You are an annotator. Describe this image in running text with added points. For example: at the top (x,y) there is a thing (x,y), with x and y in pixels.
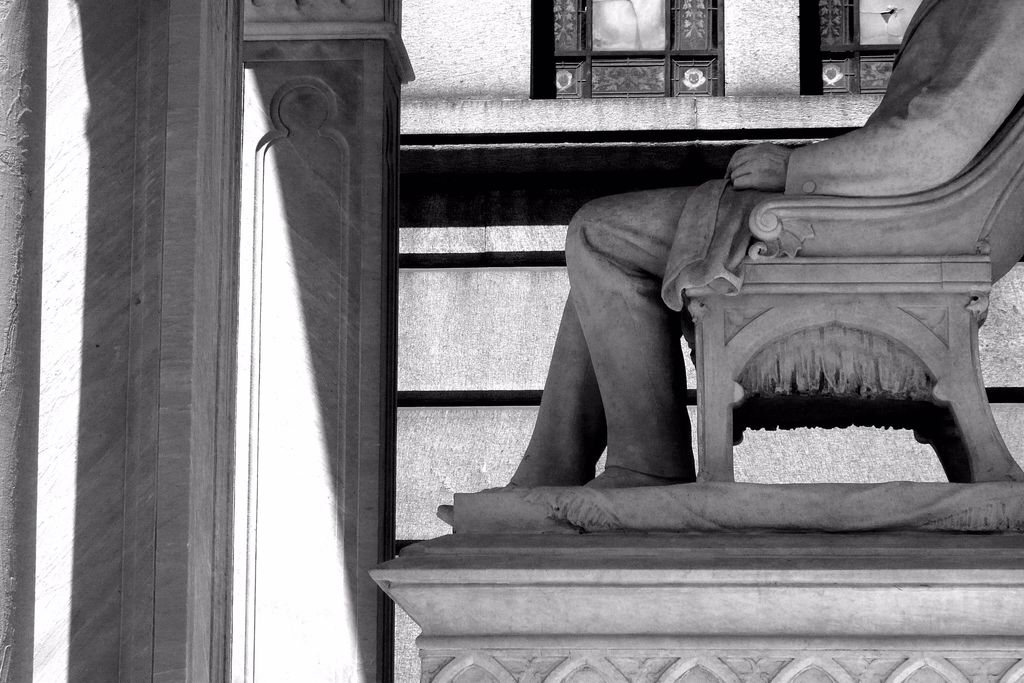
In this image I see a statue (733,251) of a person (679,391) who is sitting on a chair (835,197). In the background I see the wall (1021,425).
